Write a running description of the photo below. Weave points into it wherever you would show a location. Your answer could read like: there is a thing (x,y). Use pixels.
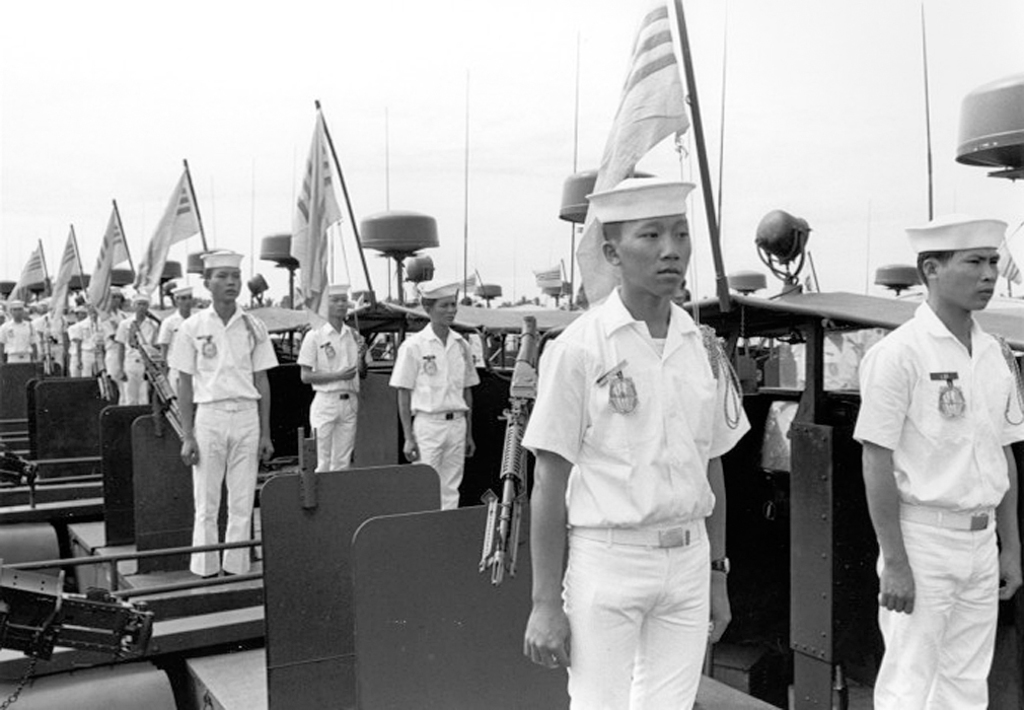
In this picture I can see number of people (425,352) who are standing and I see that all of them are wearing same uniforms (613,334) and wearing caps (207,267) and I can see the flags (62,273). In the background (486,115) I can see the sky (38,36). I can also see that this is a white and black image.
